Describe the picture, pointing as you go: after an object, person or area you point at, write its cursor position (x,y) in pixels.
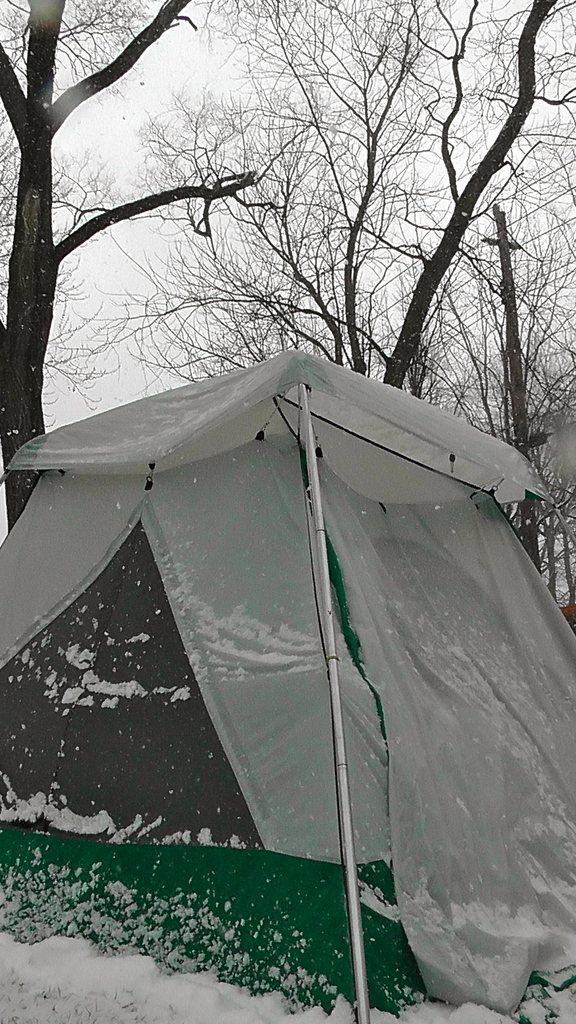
In the center of the image (315,594) there is a tent (253,753). In the background (159,204) we can see trees (398,150) and sky (111,153). At the bottom (66,982) there is a snow (70,979).
